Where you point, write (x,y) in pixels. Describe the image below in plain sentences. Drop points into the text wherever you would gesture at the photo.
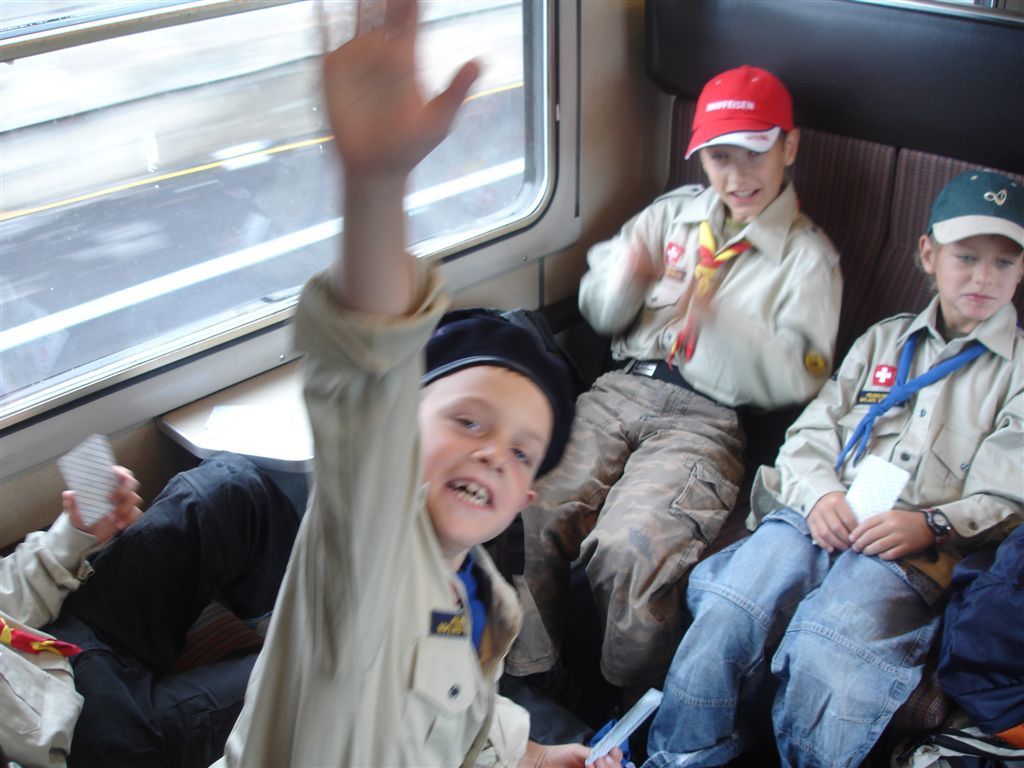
In this image I can see a boy (466,460) is raising his hand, on the right side (784,253) two kids (753,320) are sitting on the chair (1022,307). On the left side (62,280) there is a glass window (26,73), it looks like an inside part of a train (302,458).
